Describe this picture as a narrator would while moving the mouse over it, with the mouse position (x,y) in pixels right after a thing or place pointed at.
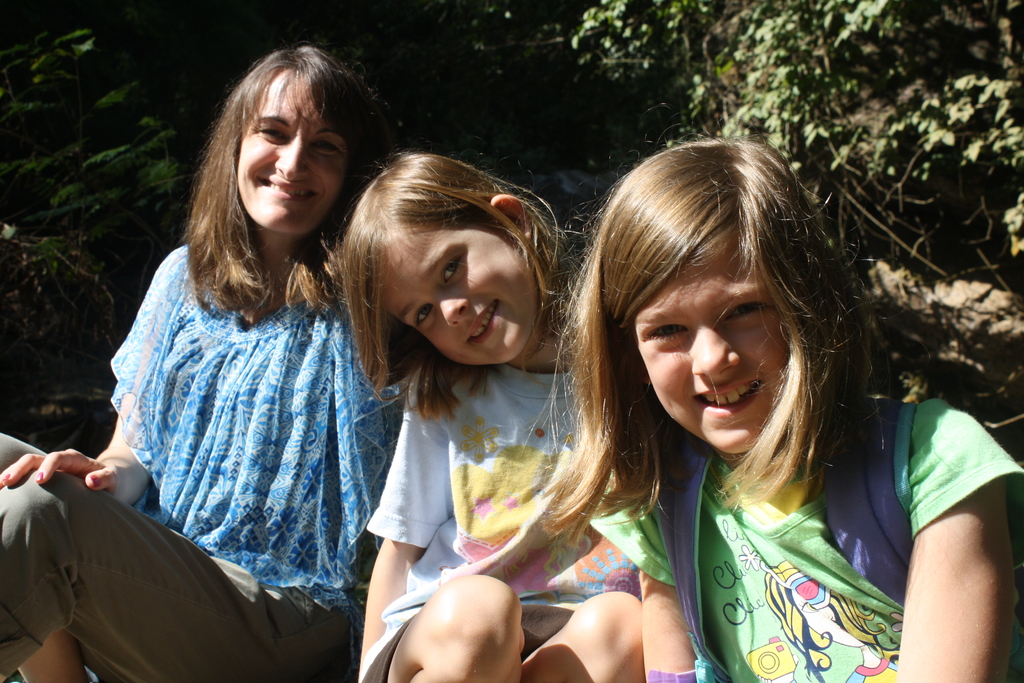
In this image I can see three persons (478,404). In front the person (995,559) is wearing green color dress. In the background (584,146) I can see few trees (834,35) in green color.
